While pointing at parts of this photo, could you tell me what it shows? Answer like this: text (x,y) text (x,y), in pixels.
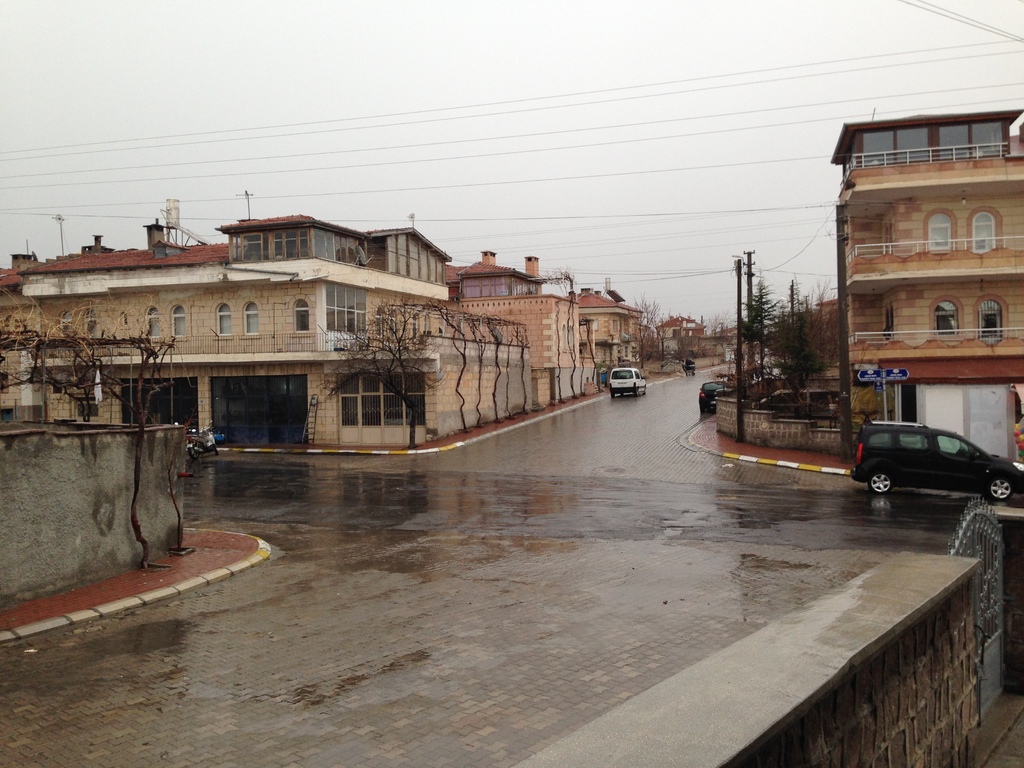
In this image we can see motor vehicles (1002,492) on the roads (335,479), buildings (464,377), trees (778,379), electric poles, electric cables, railings (928,159) and sky (41,170).
